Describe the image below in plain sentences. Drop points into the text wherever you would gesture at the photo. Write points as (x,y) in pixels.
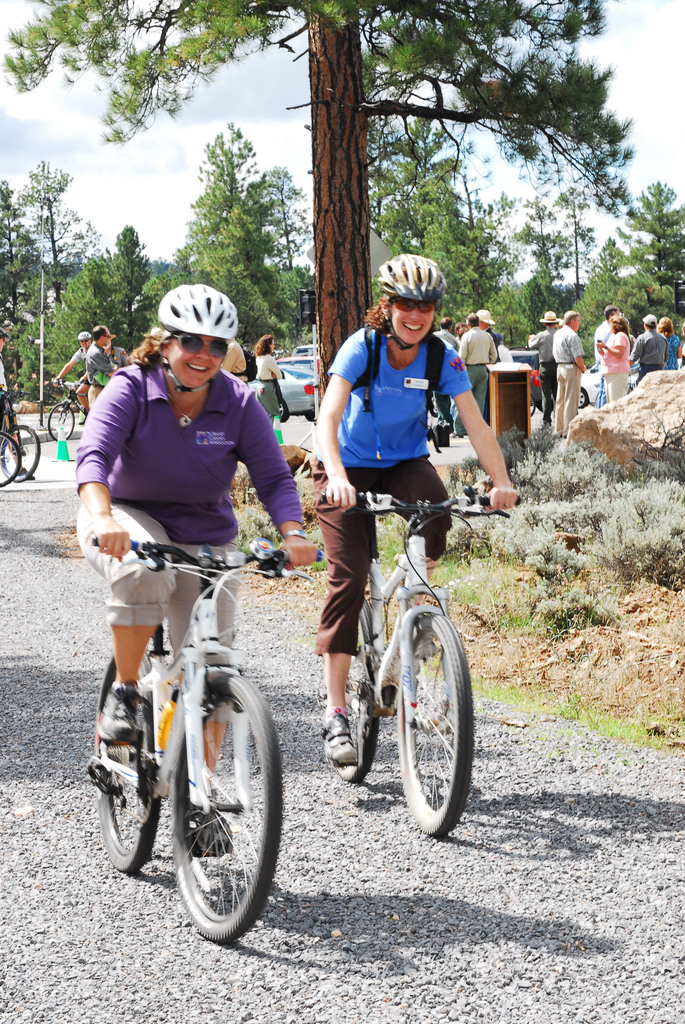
In this image in the center (287,464) there are women (209,490) riding a bicycle (255,556) and smiling. In the background (83,388) there are persons (102,389) standing and riding a bicycle (23,426) and there are trees (423,250), there are cars (292,371) and the sky (200,158) is cloudy. On the right side (555,514) there are plants (529,519) and there's grass (478,594) on the ground (570,641) and there are stones (638,416).
